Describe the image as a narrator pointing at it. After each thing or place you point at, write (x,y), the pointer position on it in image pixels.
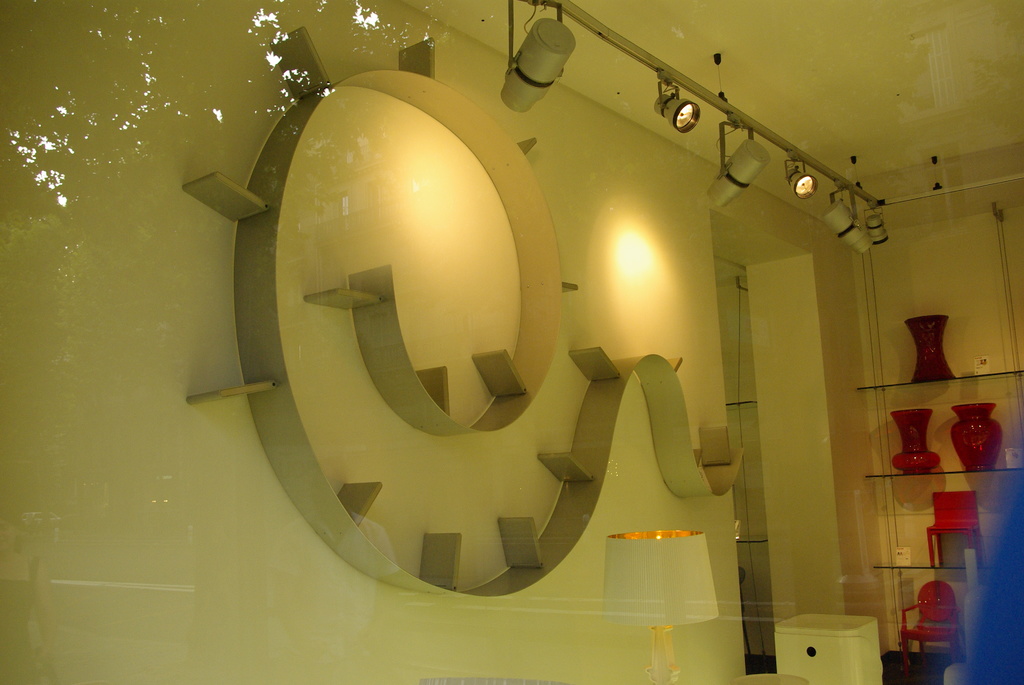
In this image we can see the interior view of the room (258,473) where there is some architecture (280,458) on the wall (450,369), few lights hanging from the roof (643,107), a light (669,594) on one of the tables (858,657) and some objects (943,589) arranged on the shelves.
